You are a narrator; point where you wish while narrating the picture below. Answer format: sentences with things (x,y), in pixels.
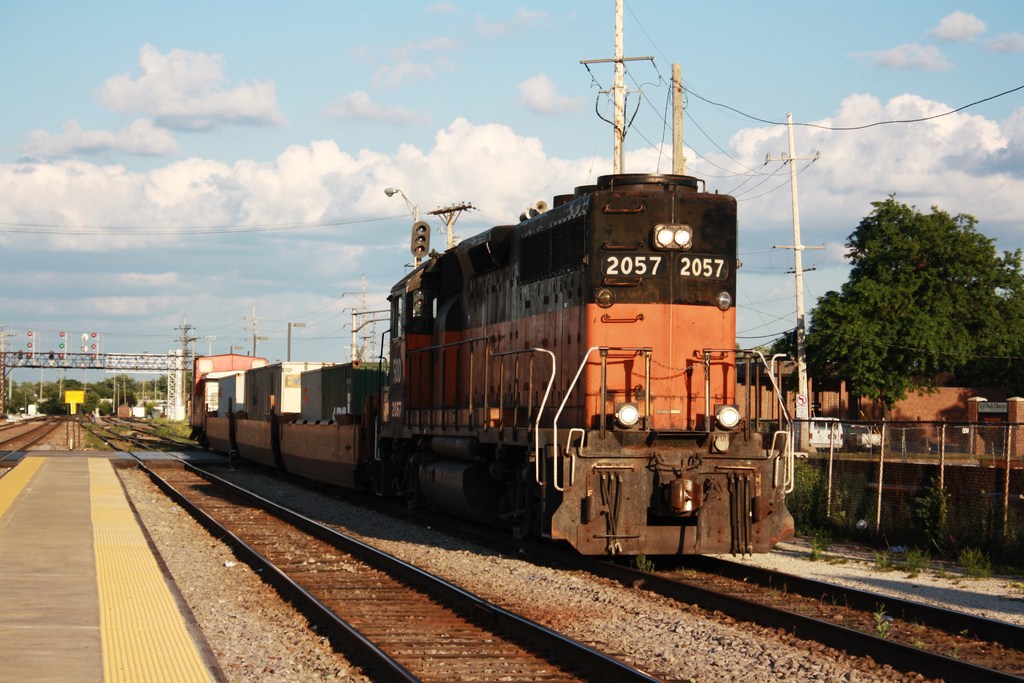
This image is clicked in the railway station (399,409). In this image we can see that there is a train engine (407,405) with the wagons (335,412) on the railway track (636,565). On the left side (96,568) there is a platform (103,548). In the background (61,353) there are signal lights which are attached to the poles (175,365). On the right side (855,452) there is a fence (855,452). In between the fence (840,453) and the train (341,426) there are electric poles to which there are wires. At the top (565,142) there is the sky (544,147). On the right side (948,274) there is a tree (891,305). Beside the tree (891,305) there is a wall (967,398). At the bottom (812,574) there are stones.
